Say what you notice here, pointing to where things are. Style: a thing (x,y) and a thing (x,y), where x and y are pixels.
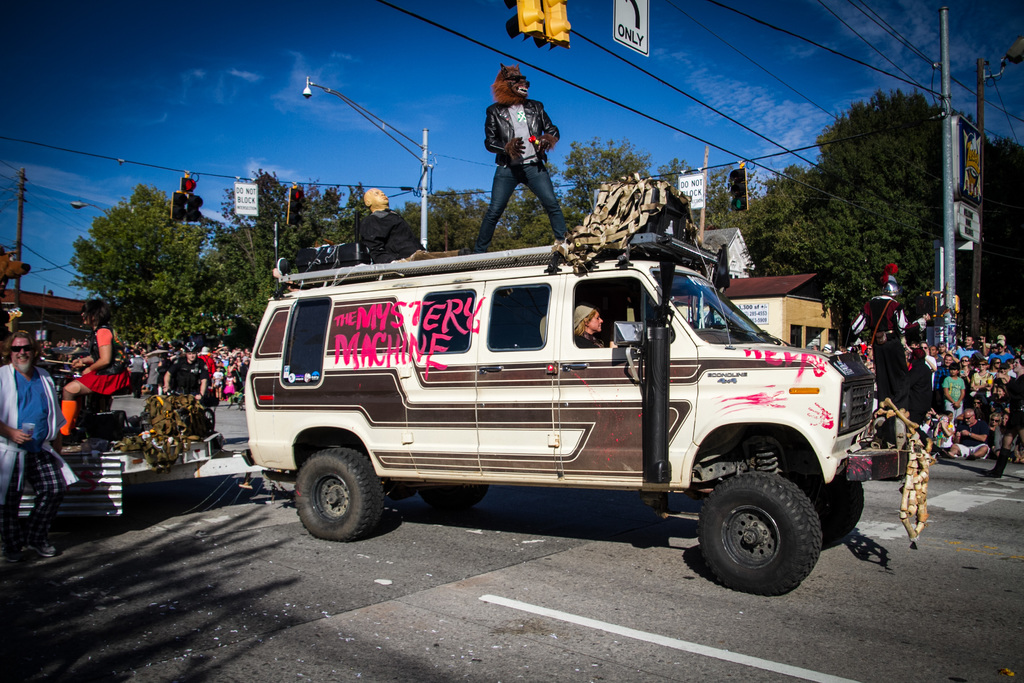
In this image in the center (520,373) there is a vehicle (558,436) with a person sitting inside it and on the top of the vehicle (590,358) there is a man (531,165) standing and there are some texts (373,357) written on the vehicle (410,330). On the left side (26,412) there are persons (42,407) standing, sitting and there are trees (168,288), poles (18,286) and there are wires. On the right side (981,369) there are persons (946,346) sitting and standing and there are poles (949,279) and wires (957,82) attached to the poles (947,97), and there are trees (935,229) and there is a barrack (757,293) in the center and the sky (309,122) is cloudy.
